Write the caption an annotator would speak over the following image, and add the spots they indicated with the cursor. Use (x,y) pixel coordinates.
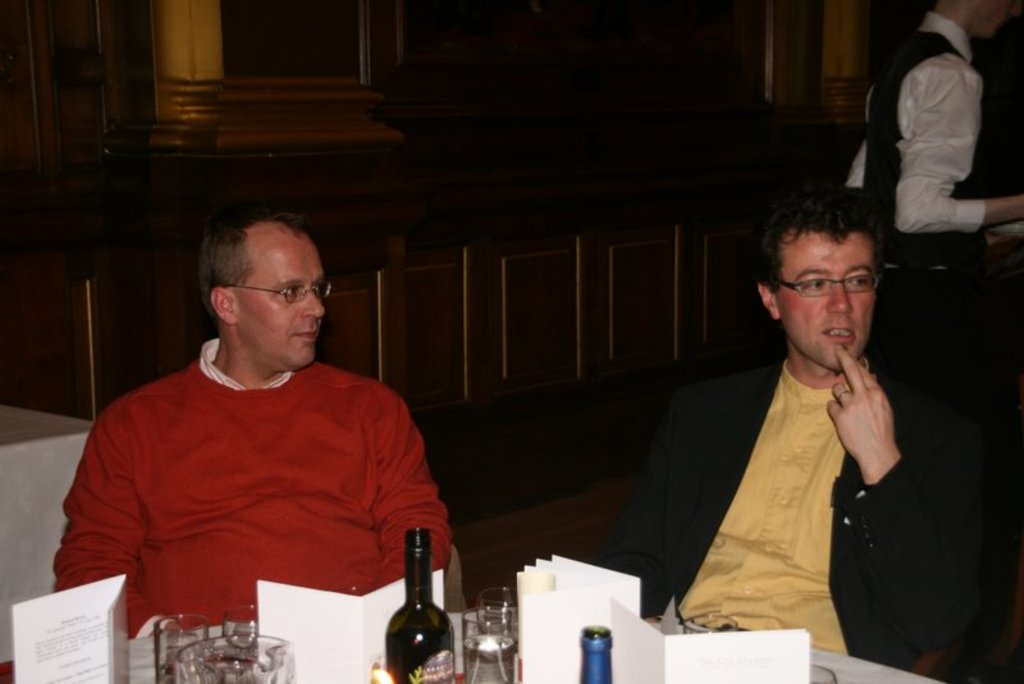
In the image there is a table (386,653), on the table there are some glasses (499,599), books (113,605) and bottles (411,544). There are two men (247,487) sitting behind the table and in the background (540,187) there are wooden cupboards (523,156) and on the right side (878,117) there is a server (889,128).
